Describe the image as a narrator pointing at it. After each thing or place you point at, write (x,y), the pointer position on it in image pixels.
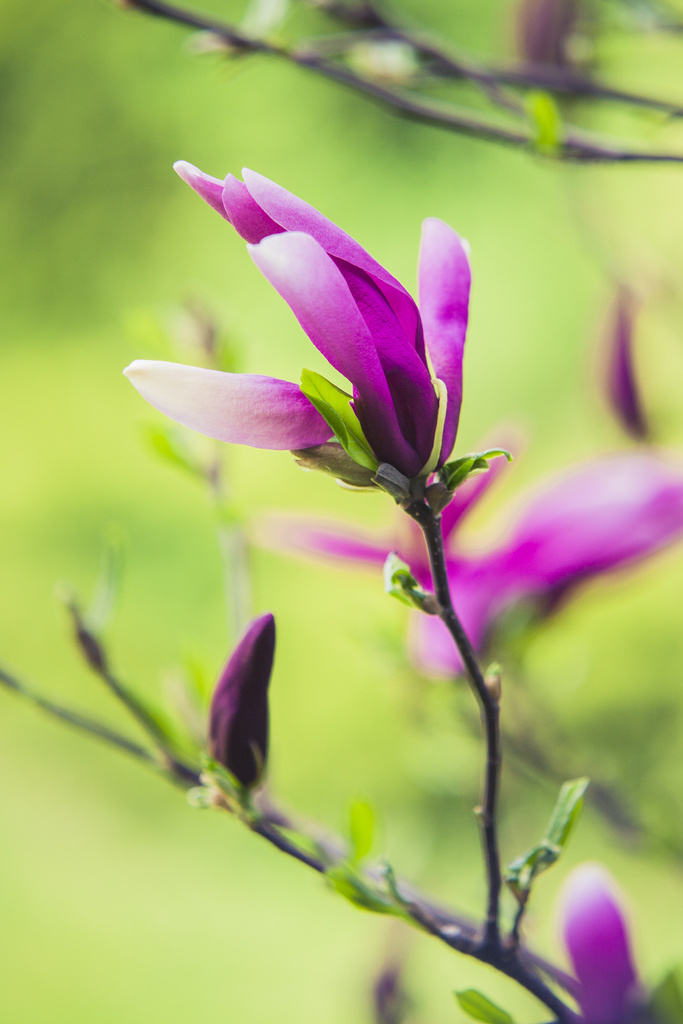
In this picture we can see the flowers (406,442), leaves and stems (71,720). In the background (15,383), the image is blur.
